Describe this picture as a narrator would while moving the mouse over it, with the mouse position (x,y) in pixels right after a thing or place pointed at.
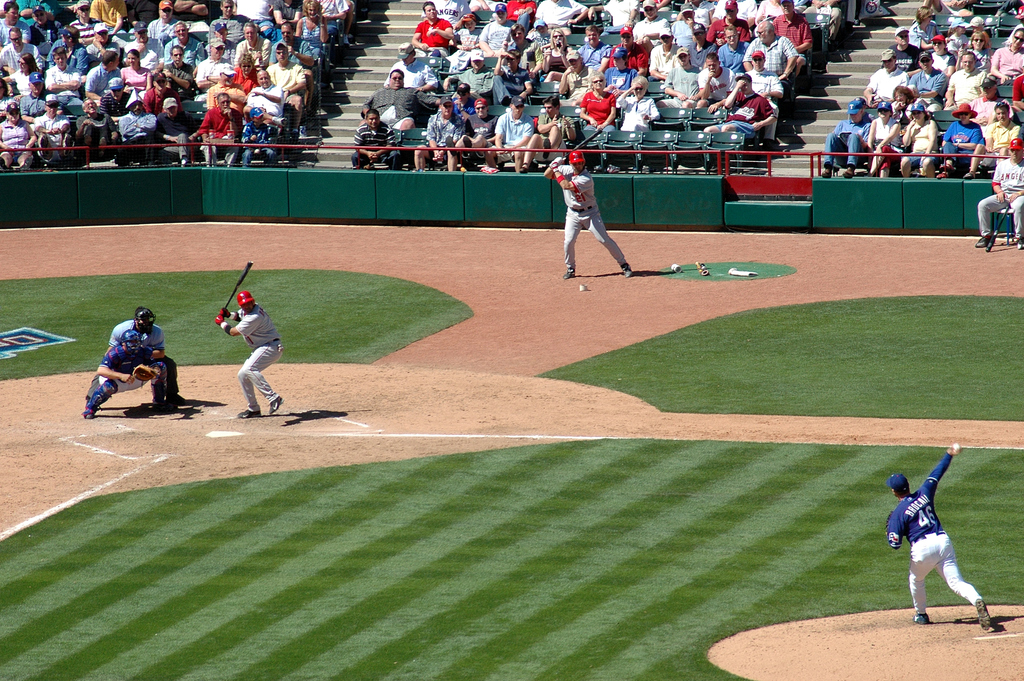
Here, we can see a ground (455,308), there are some people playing a game, in the background (479,119) there are some people (142,48) sitting on the chairs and they are watching the game.
